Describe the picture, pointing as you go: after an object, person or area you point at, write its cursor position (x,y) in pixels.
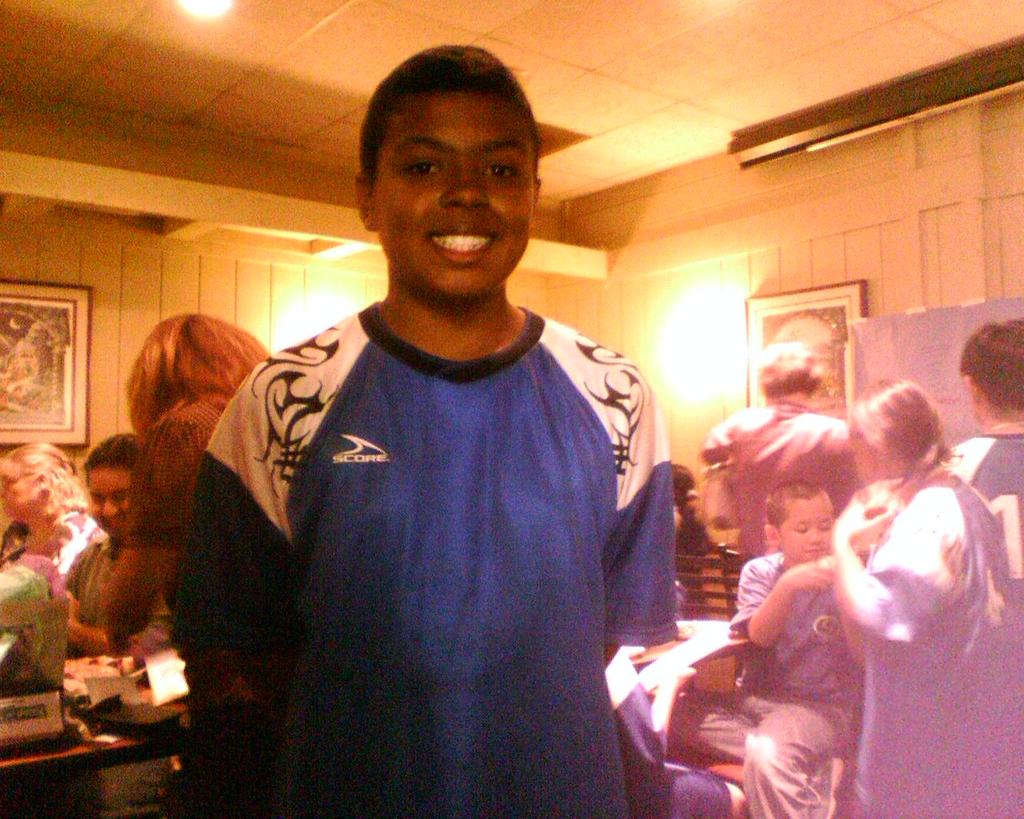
In this picture I can see there are some people (426,595) standing and sitting. In the backdrop (209,269) there is a wall (159,315) and there is a photo frame (25,396) and there is a lamp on the wall (134,313).
